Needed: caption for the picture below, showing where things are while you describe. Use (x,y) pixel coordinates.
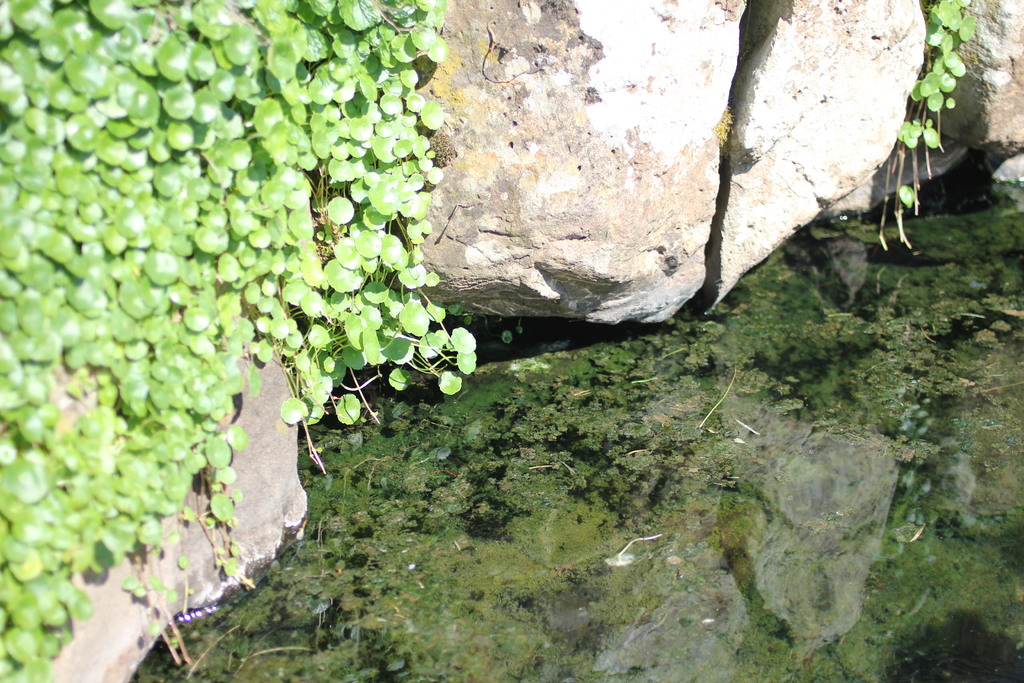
In this image we can see water (522,469), plants (182,283) and stones (689,71).
